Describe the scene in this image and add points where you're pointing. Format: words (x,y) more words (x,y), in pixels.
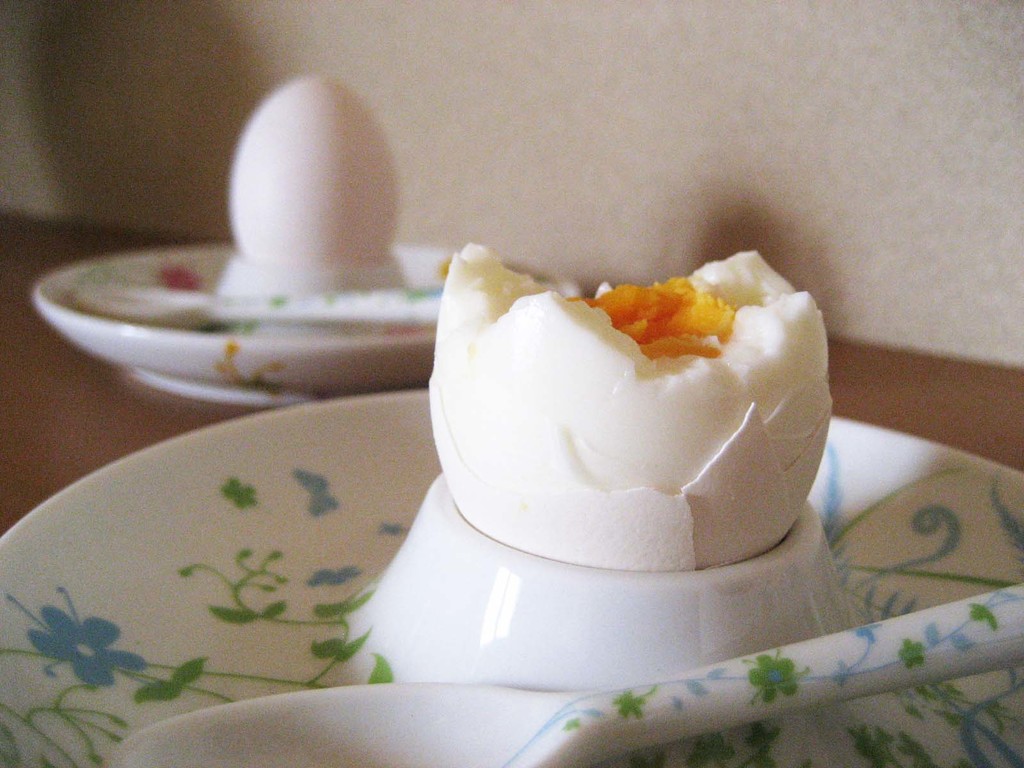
In this picture we can see eggs (314,252) and spoons (353,702) in the plates (334,468).
